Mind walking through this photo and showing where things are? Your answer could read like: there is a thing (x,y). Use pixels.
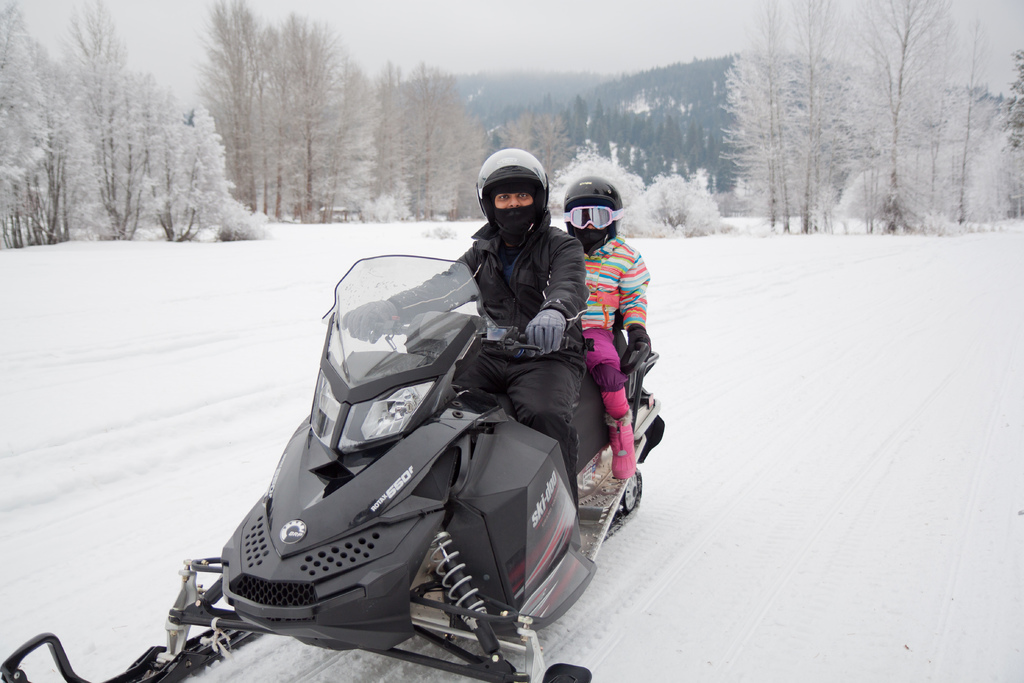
In this picture we can see two persons (625,295) are riding a vehicle (526,436) on the snow (793,674). In the background (169,206) we can see trees (556,145) and sky (455,28).
